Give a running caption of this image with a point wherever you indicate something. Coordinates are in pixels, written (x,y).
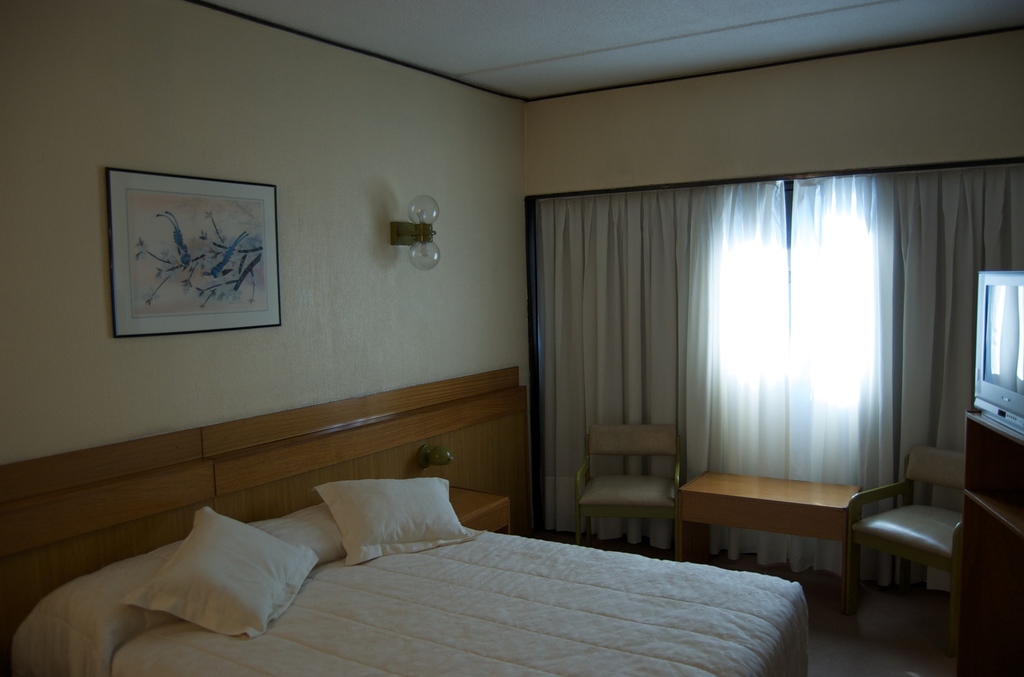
In this image I can see a bed (335,590), on the bed (341,617) I can see two pillows (296,563) in white color. In front I can see a chair (635,496), I can also see a frame (262,191) attached to the wall (225,110) and the wall (337,128) is in cream.
